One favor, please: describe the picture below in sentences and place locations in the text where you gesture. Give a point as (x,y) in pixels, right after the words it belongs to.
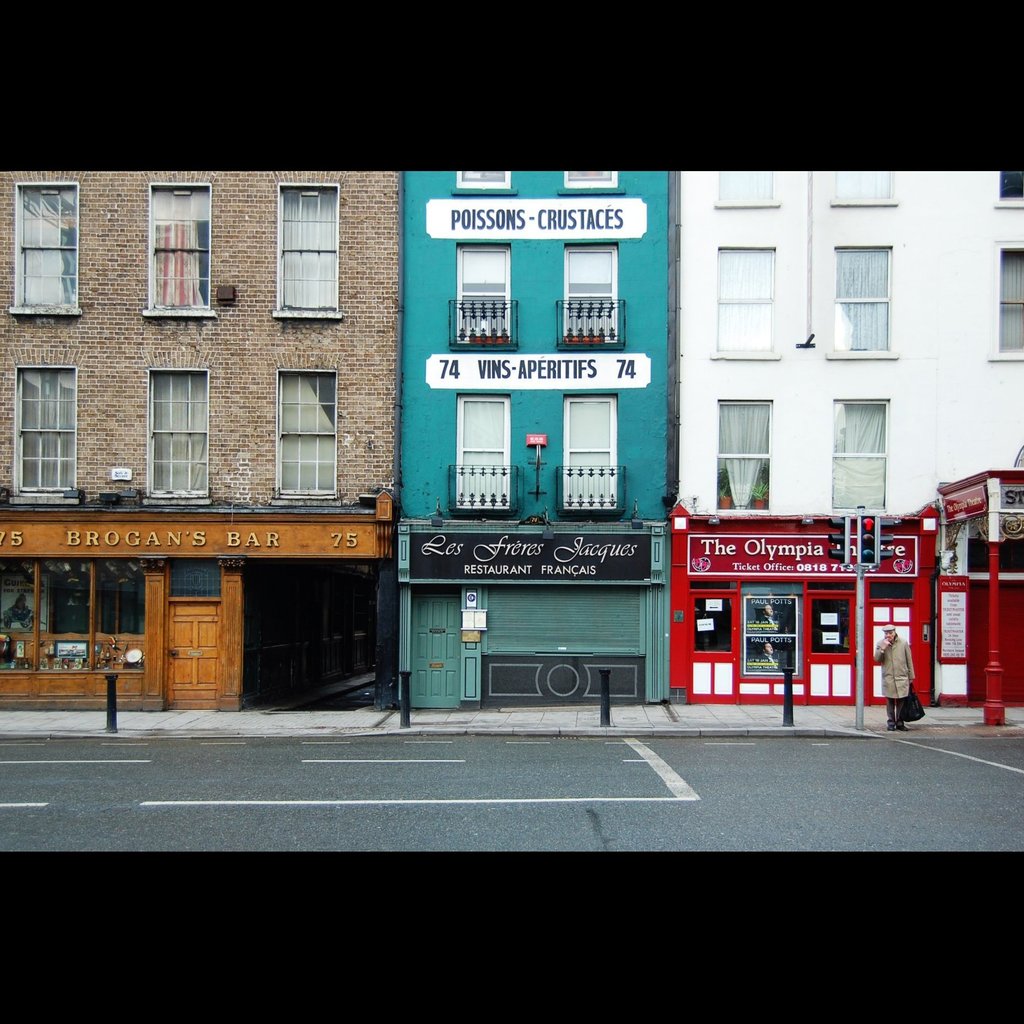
In this image, we can see a few buildings (687,288) with windows (494,282). We can see some poles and some traffic lights (842,526). We can also see some boards (940,637) with text (496,554) written. We can see a person (887,661) holding an object (915,705) and standing. We can see the ground (943,778).
